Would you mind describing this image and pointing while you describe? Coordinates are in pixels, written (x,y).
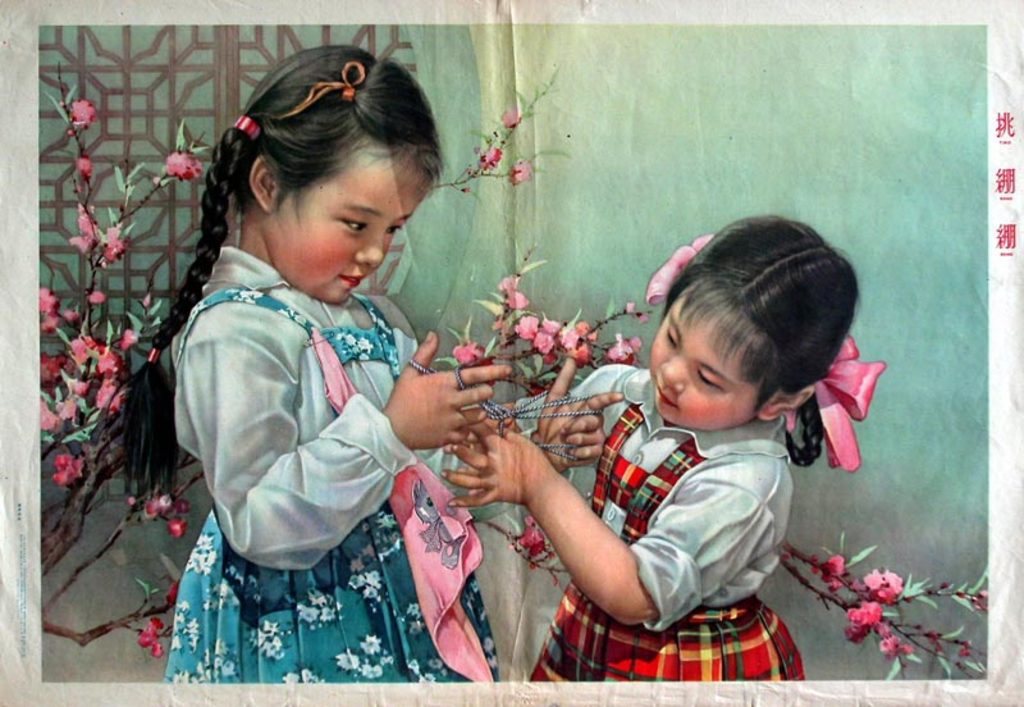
In this image, we can see a poster (446,593). In this poster (569,538), two girls (604,500) are doing something with thread (555,450). Background (490,564) we can see flowers (66,358) with leaves (64,374) and stem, wall (419,220), grill (175,145).
